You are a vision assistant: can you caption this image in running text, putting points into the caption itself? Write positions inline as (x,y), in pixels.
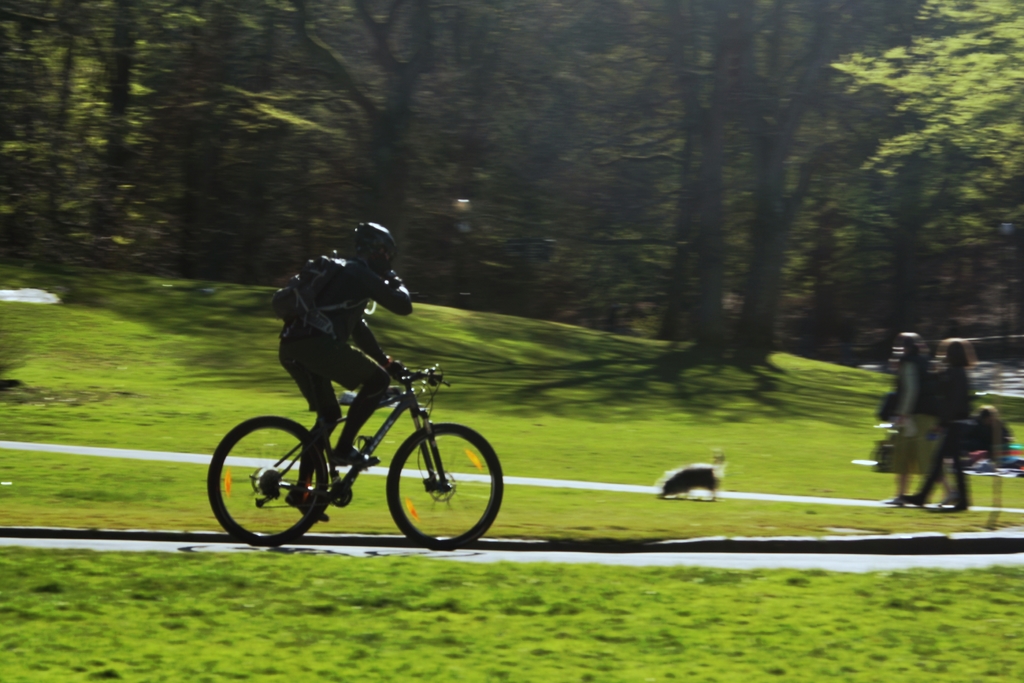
In this image there is a person (322,362) riding a bicycle (307,444) on the road (932,554) and at the back (902,438) there are two persons (915,438) are walking and there is a dog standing in the middle of the image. At the back (683,132) there are trees (683,132), at the bottom (707,458) there is a grass (517,443).
